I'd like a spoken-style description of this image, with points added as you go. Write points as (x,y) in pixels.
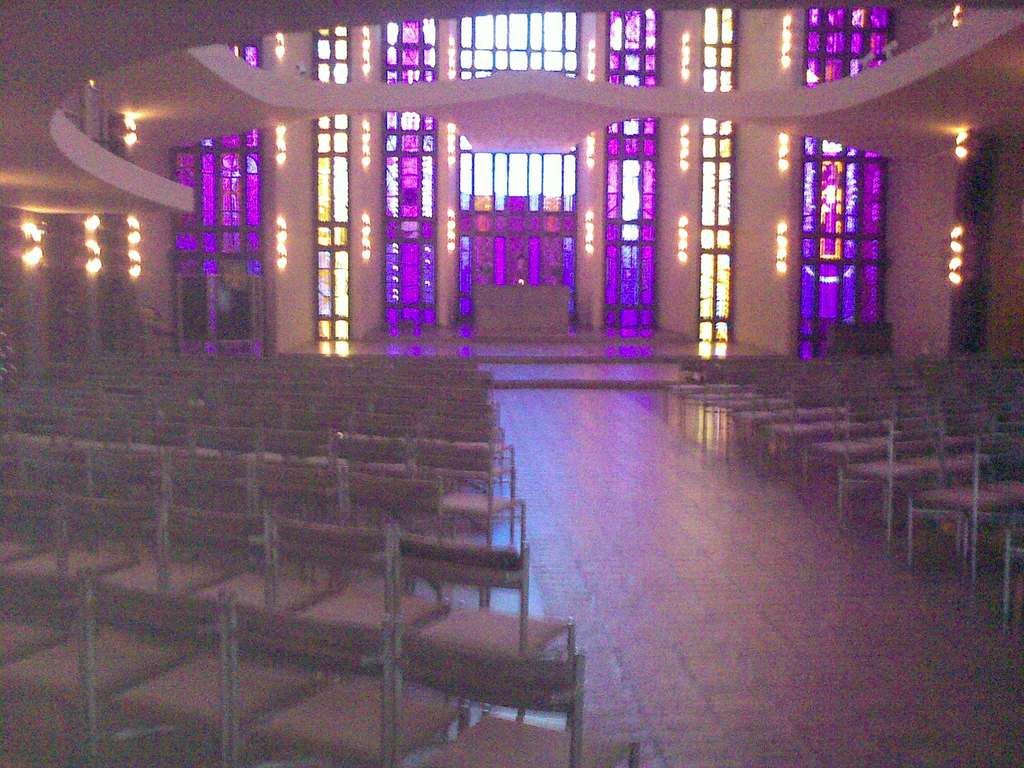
In this image we can see there are many chairs (383,466) and on the back (260,293) there are many glass windows (346,125).
